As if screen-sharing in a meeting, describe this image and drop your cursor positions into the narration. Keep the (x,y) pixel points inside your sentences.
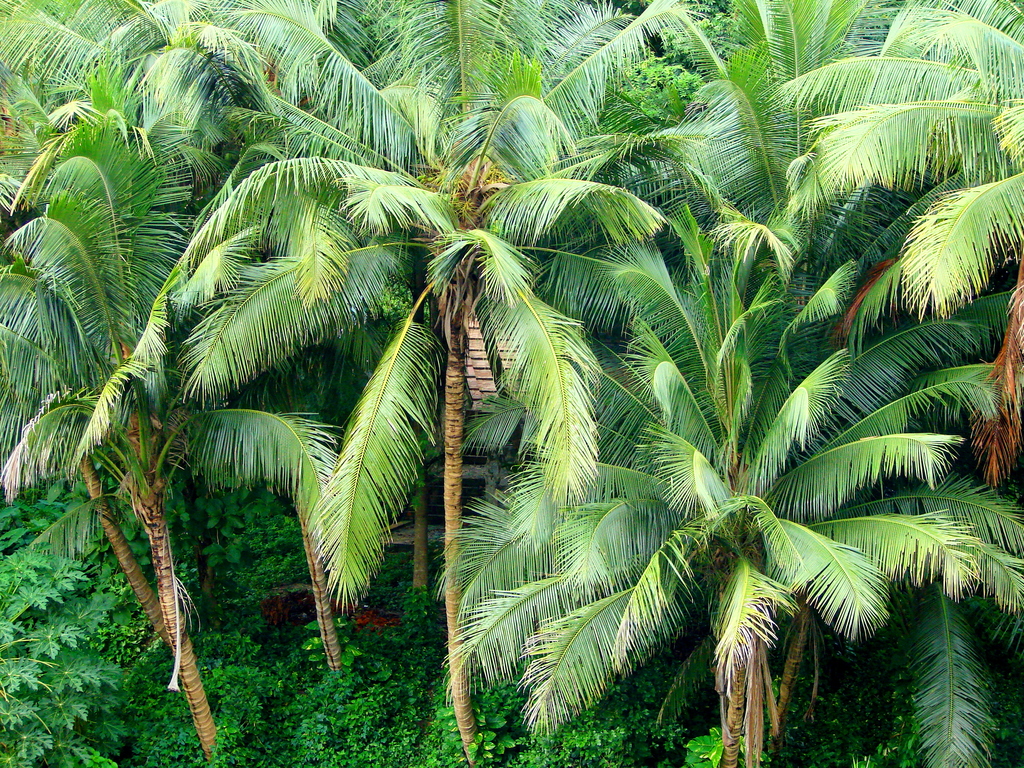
In this image we can see trees (200,299) and plants (404,653).
